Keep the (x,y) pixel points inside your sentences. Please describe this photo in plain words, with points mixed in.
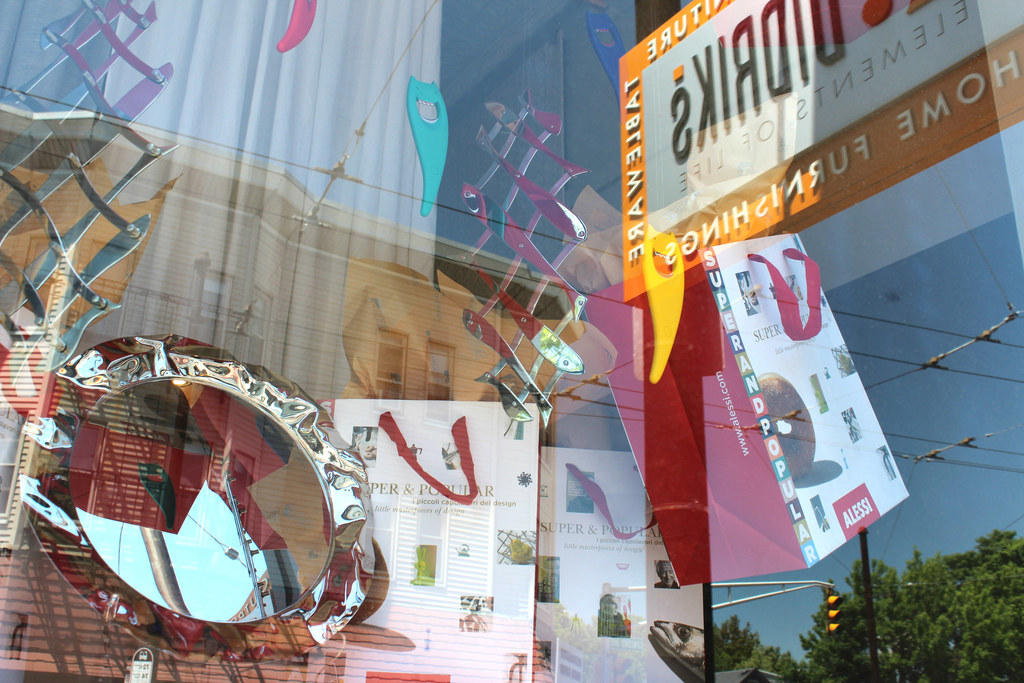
In this picture we can see few bags (541,477), mirror (342,478) and a curtain (345,216) from the glass door (459,217), and also we can see few cables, traffic lights (831,603), trees (920,638) and metal rods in the reflection (938,633).
